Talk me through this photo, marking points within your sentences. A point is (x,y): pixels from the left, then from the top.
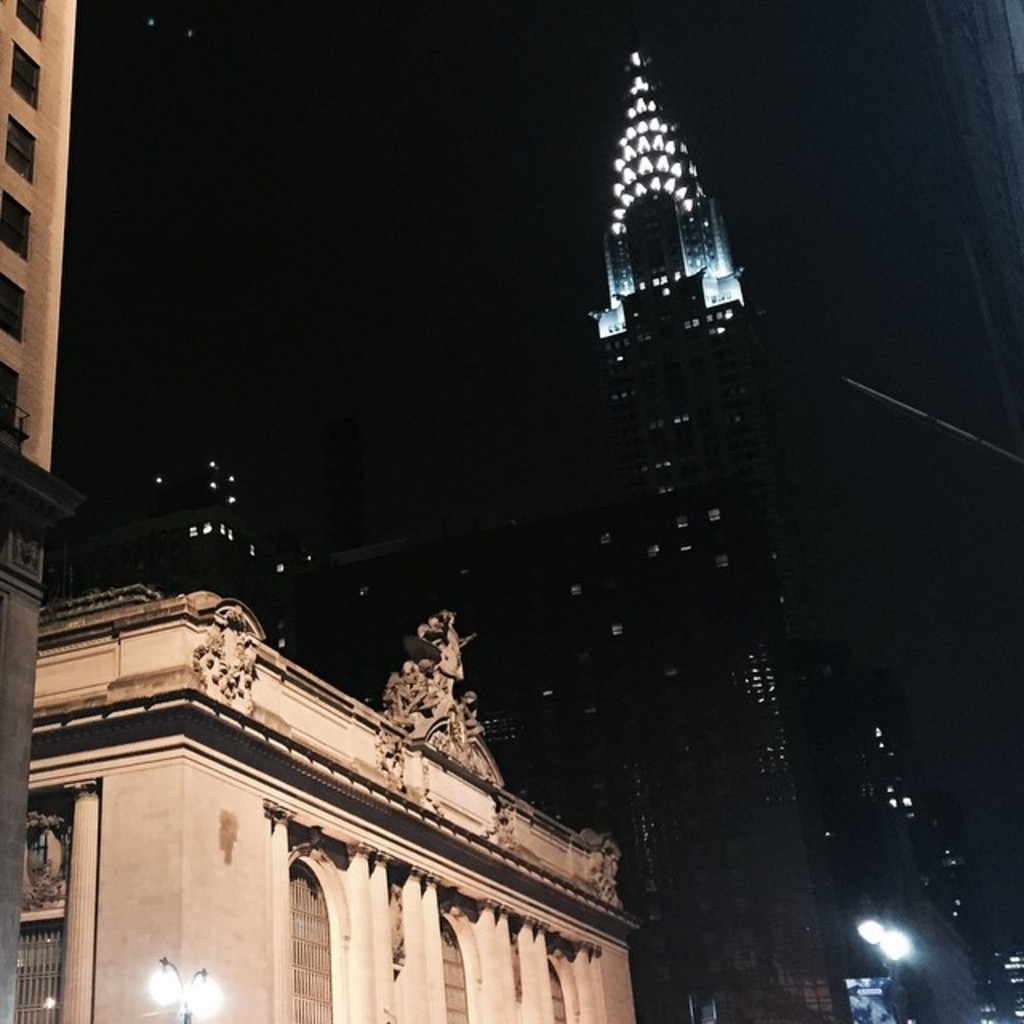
The picture consists of buildings (445,604), skyscrapers (656,224), lights (1018,959) and street lights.
